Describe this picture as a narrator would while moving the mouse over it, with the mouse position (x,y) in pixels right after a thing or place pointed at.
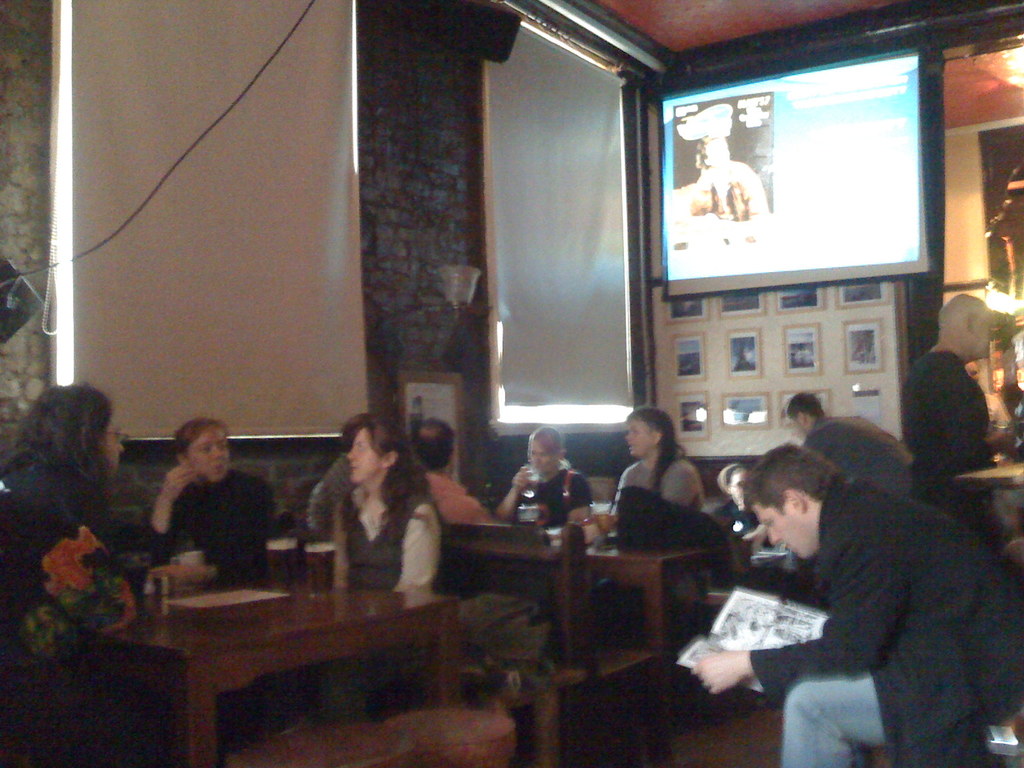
This image is clicked in a restaurant (479,379). There are many people (847,600) in this image. To the right (915,202) there is a screen (842,217) on the wall (403,364). To the left (71,311), there is a window (92,309) covered with window blind (188,268). In the front (328,630) there is a table (310,621) on which two beer glasses (313,579) are kept. To the right (930,653), the man (906,650) wearing black color jacket (878,671).
